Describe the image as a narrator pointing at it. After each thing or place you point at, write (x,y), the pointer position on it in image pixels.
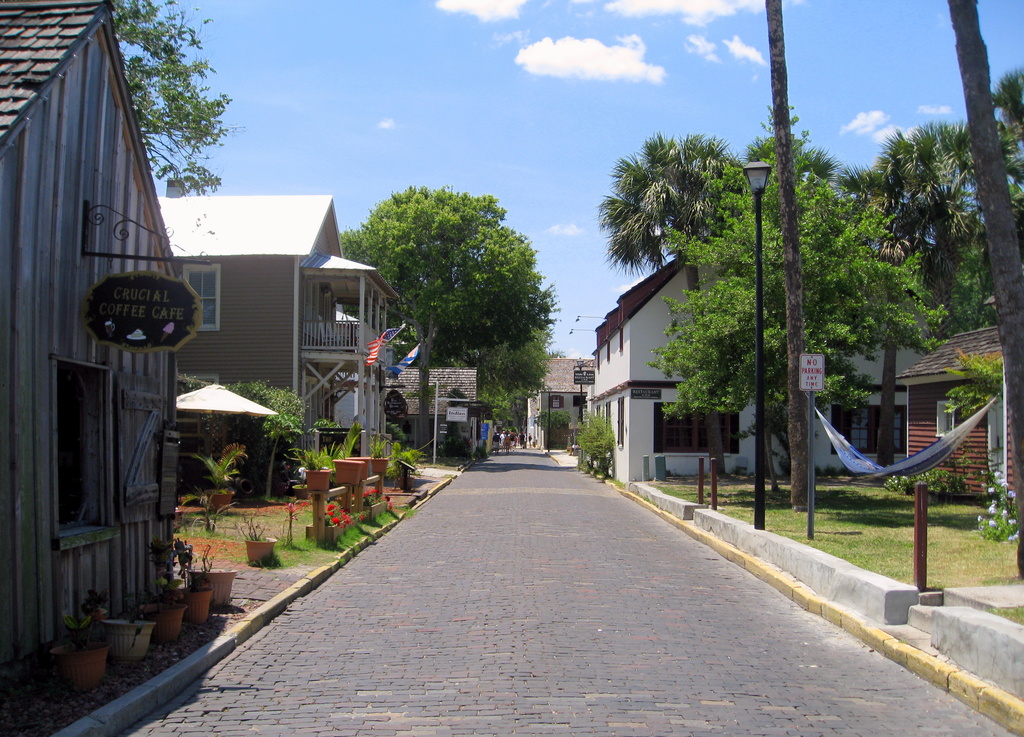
In the middle of the image (523,463) there is a road (529,661). On the left side of the image (75,263) there buildings (223,284) with walls (99,187), roofs (205,229), windows (73,372), balcony (338,327) and also there is a name board (130,330). And on the footpath (52,664) there are pots (253,557). In the middle of the buildings (245,367) there is an umbrella (222,412) and a tree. On the right side of the image (968,280) there are trees (991,219), poles (813,416) with sign boards (812,385) and lamps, plants (994,474) and grass (843,508) and on the ground (766,489). In the background (447,339) there are trees (446,331) and few buildings (617,387). At the top of the image (578,25) there is a sky (618,55) with clouds (565,72).
